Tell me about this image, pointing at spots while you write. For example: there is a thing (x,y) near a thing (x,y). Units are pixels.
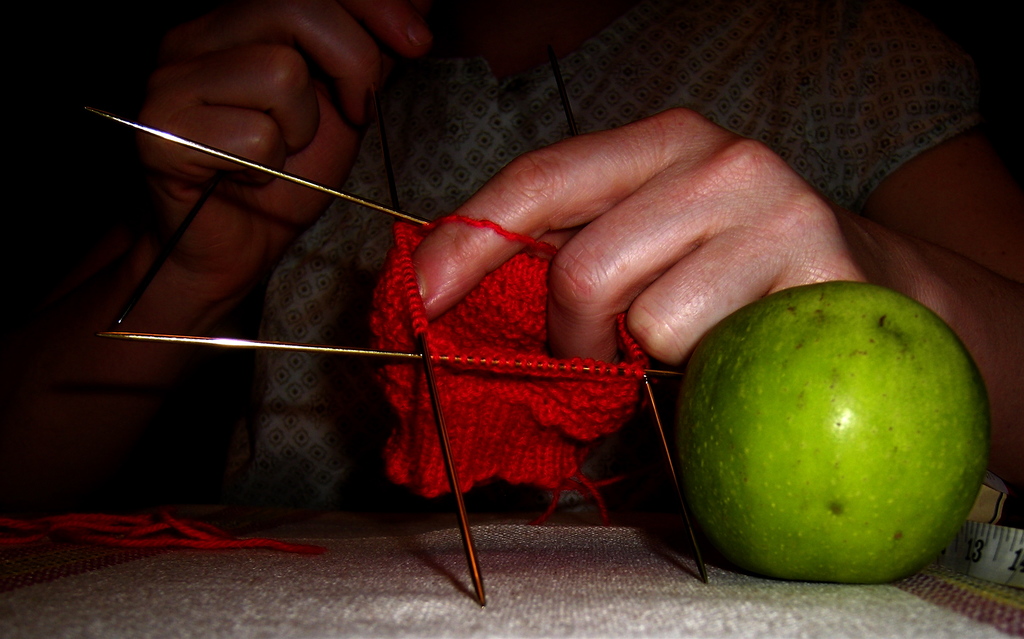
In this image we can see a person (427,241) doing thread works (483,296) with needles (538,367). Also there is a green color fruit (816,435). And we can see a tape (997,548).
